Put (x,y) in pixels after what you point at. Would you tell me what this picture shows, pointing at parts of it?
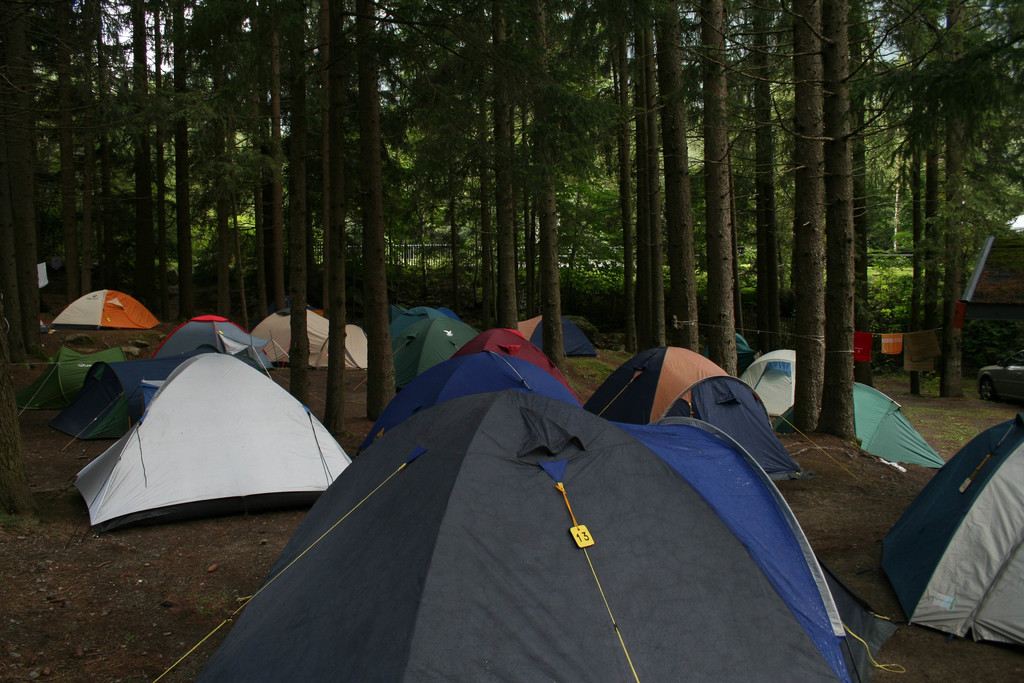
In this image we can see some camping tents (414,534) on the ground (983,413) which are in different colors and there are some trees (464,234) in the background (893,224). On the right side (1011,372) we can see a car (1016,354).
